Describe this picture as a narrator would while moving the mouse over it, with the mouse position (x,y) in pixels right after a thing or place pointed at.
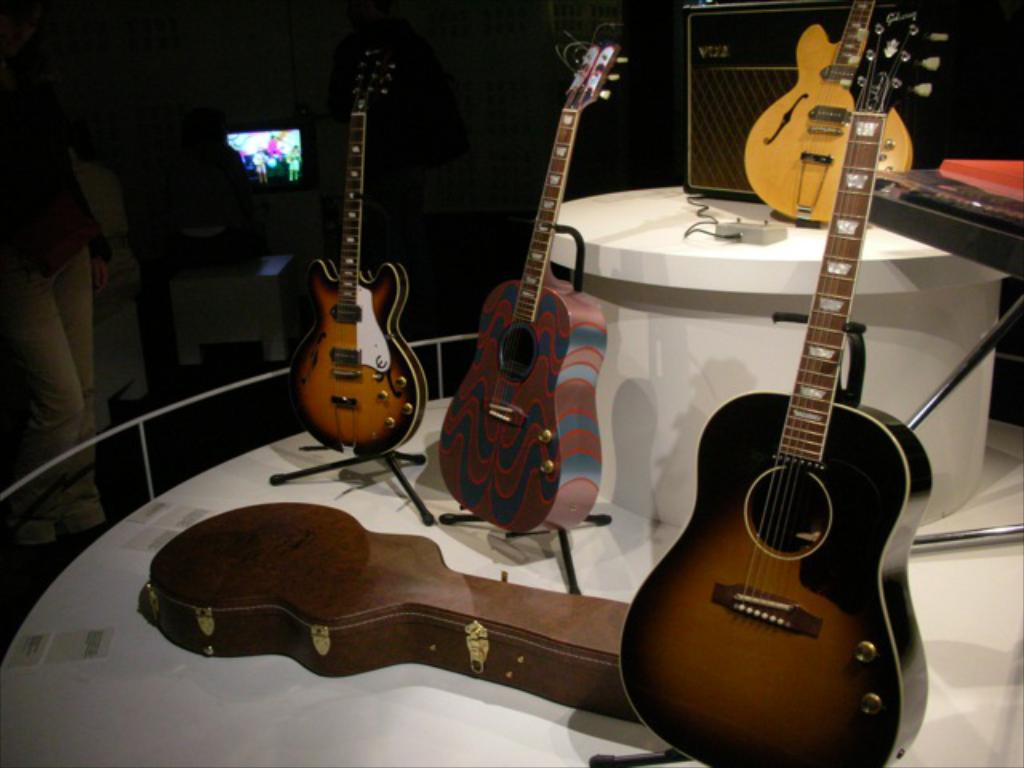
In this picture there are four guitars (578,383) and a guitar case (574,616) placed on top of a white table (662,487).
